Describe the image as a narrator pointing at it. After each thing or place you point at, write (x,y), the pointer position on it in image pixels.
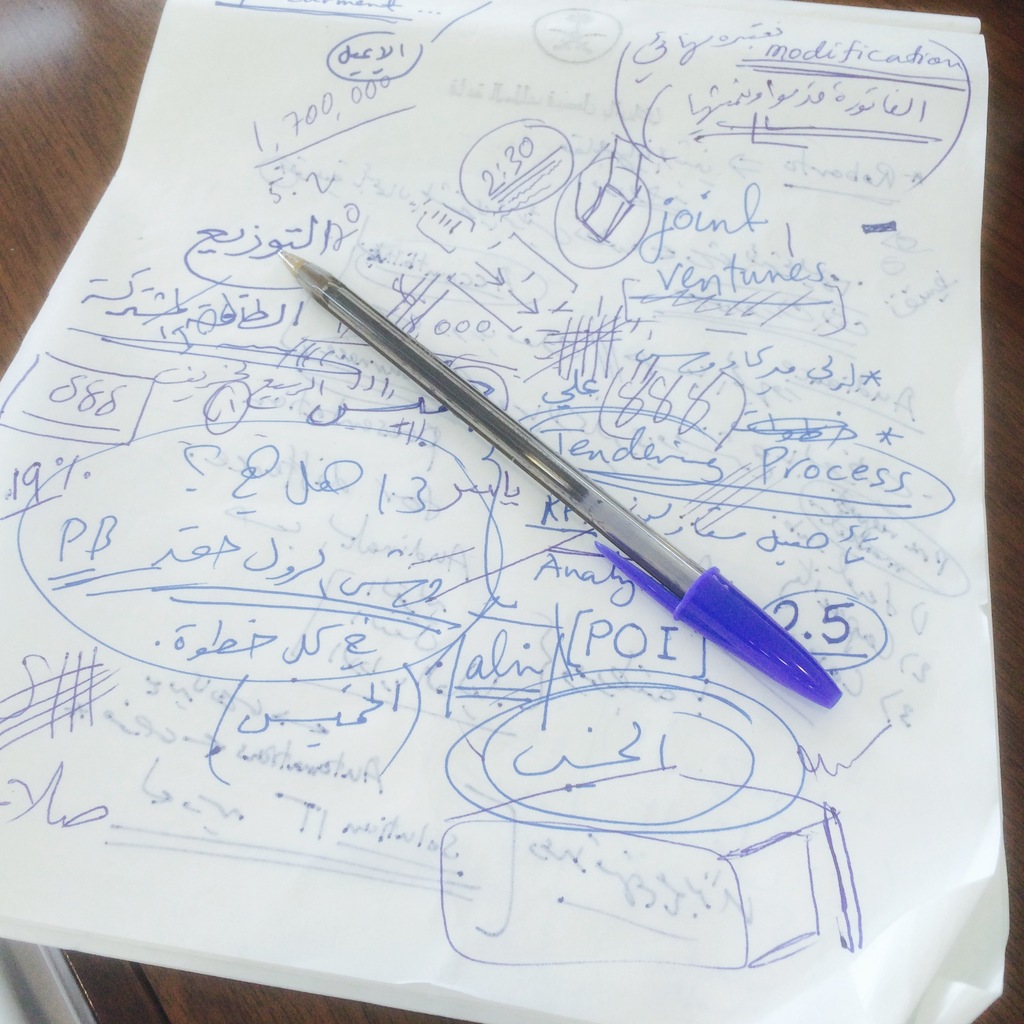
In the foreground of this image (465,440), there is a pen (361,304) on a paper (322,706) which is on the wooden surface (67,114).
